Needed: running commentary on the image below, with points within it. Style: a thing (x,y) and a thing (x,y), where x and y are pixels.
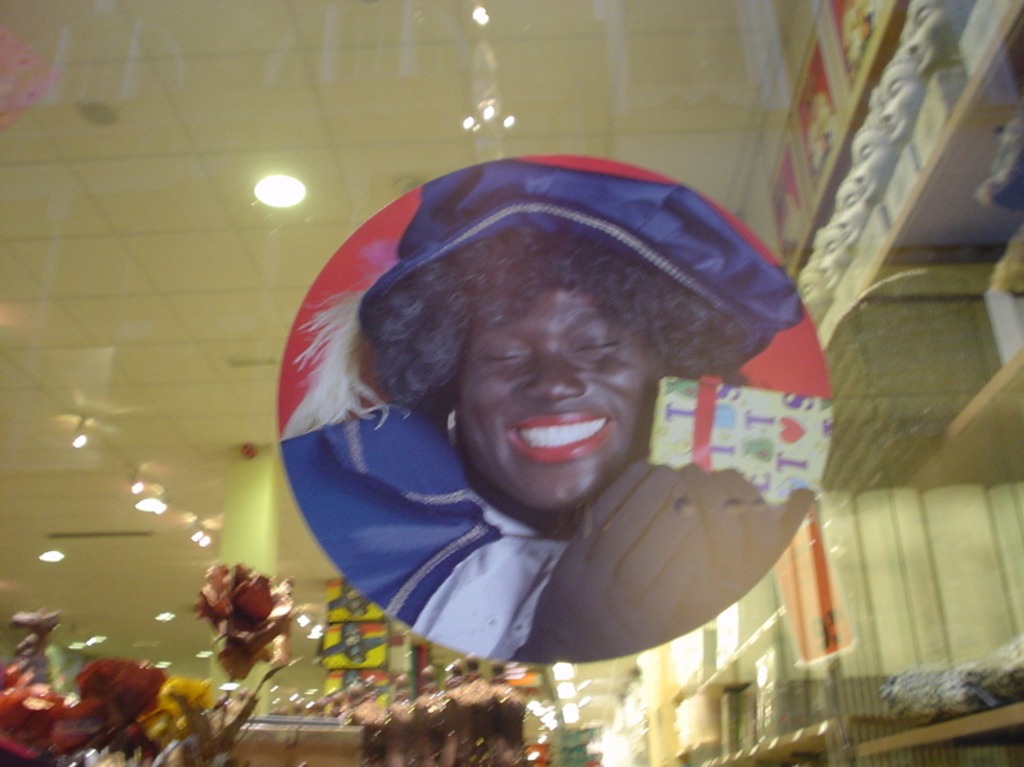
In the center of the image (529,316), we can see a picture (488,356) of a person (556,328) smiling and in the background (97,710), there are flower pots (217,706), shelves (933,212) and we can see some structures (880,129). At the top (214,86), there is roof (414,47) and we can see lights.
